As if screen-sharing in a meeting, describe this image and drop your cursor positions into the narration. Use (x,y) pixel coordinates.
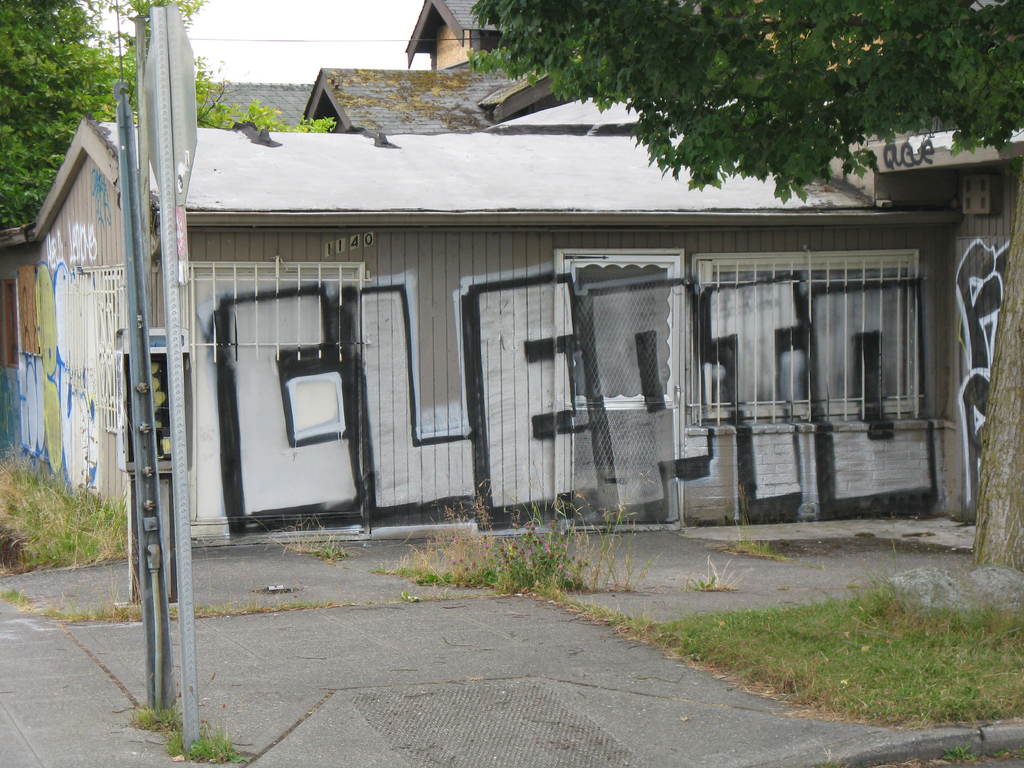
In this image we can see few buildings (395,125), trees (266,111), grass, metal poles (168,345) and the sky (325,28) in the background (342,29).
